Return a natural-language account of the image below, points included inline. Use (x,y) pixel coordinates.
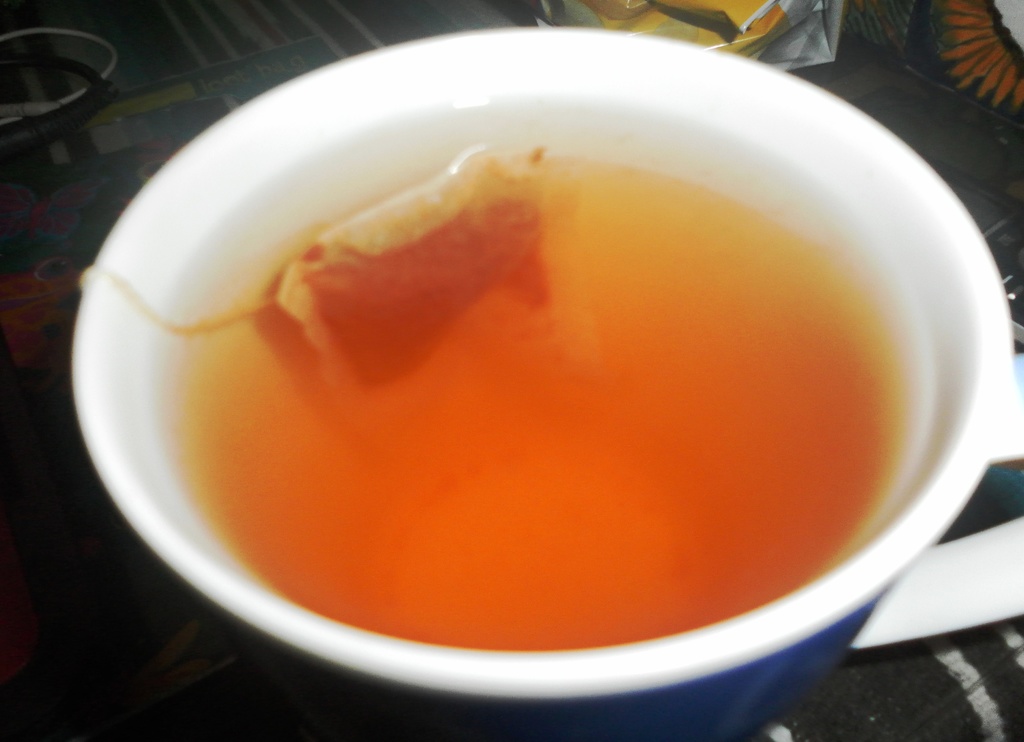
In this image there is a table (93,638) with a tablecloth (1014,293) and a cup of tea (614,487) on it.
